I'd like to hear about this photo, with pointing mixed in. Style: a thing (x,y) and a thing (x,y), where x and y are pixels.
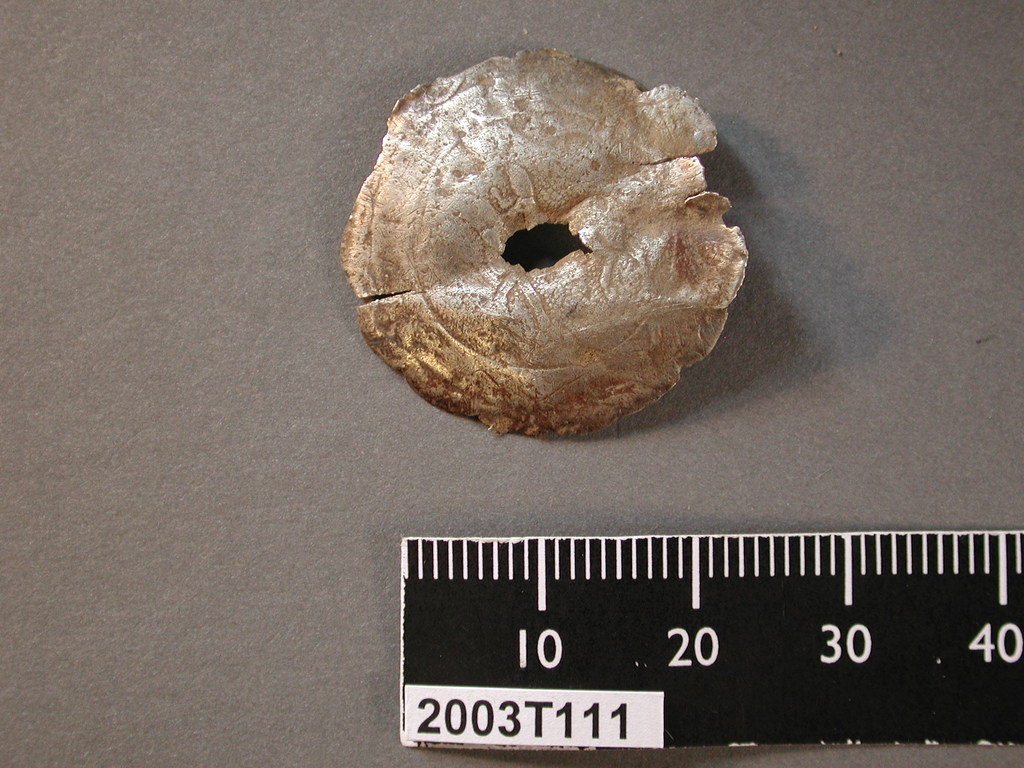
In this image we can see a piece of metal (607,291) and a scale (712,637) placed on the surface (157,481).
